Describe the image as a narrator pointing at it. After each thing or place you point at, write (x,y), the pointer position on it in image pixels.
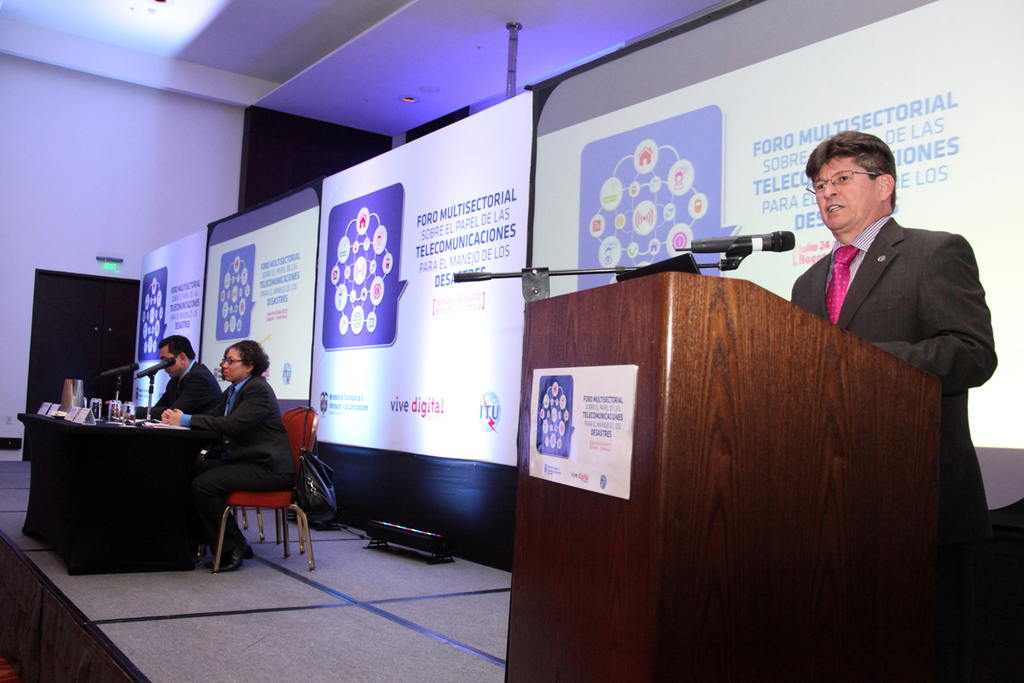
In this image there are two persons (221,446) sitting on the chair (266,495), there is a bag (307,467), there is a person (892,236) standing and talking, there is a podium (739,438), there is a stand (595,270), there is a microphone (752,243), there is an object (680,271) on the podium (735,356), there is a paper (632,411) on the podium (691,460), there is text (587,417) on the paper (565,397), there are objects (89,410) on the table (119,472), there are boards (371,286), there is text (275,286) on the board (424,250), there is an object (399,532) on the ground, there is the door (94,328), there is wall (126,183) truncated towards the left of the image (43,157), there is roof (370,44) truncated towards the left of the image (328,23).
